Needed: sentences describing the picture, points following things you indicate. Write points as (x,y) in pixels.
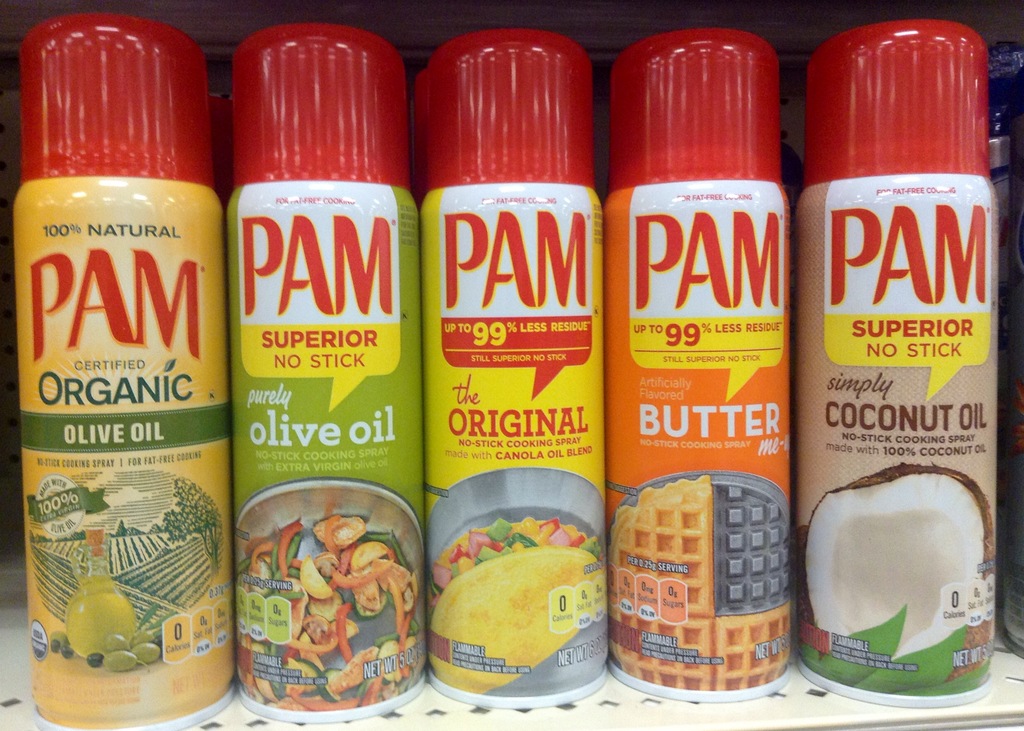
In this image I can see five spray bottles (517,210) and on these bottles (95,287) I can see something is written.
